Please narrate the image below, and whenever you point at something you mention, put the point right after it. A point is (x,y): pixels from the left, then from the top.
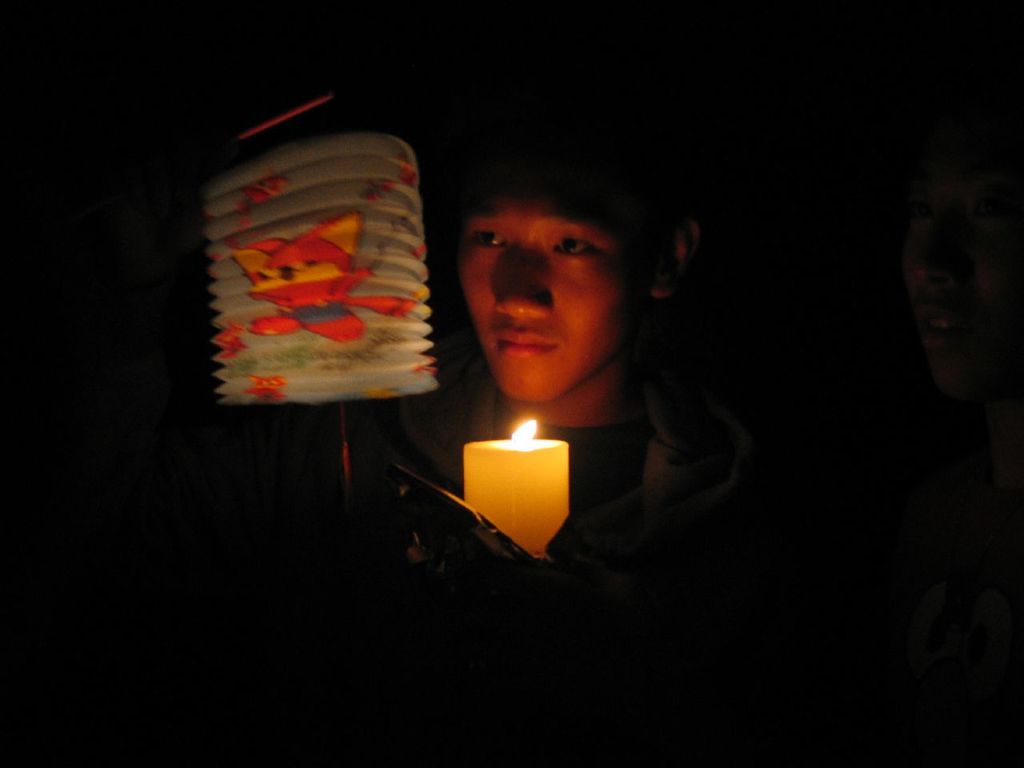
In the image we can see there is a kid (573,385) standing and holding a lit candle (514,497) in his hand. He is holding a paper lantern (373,297) in his hand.
